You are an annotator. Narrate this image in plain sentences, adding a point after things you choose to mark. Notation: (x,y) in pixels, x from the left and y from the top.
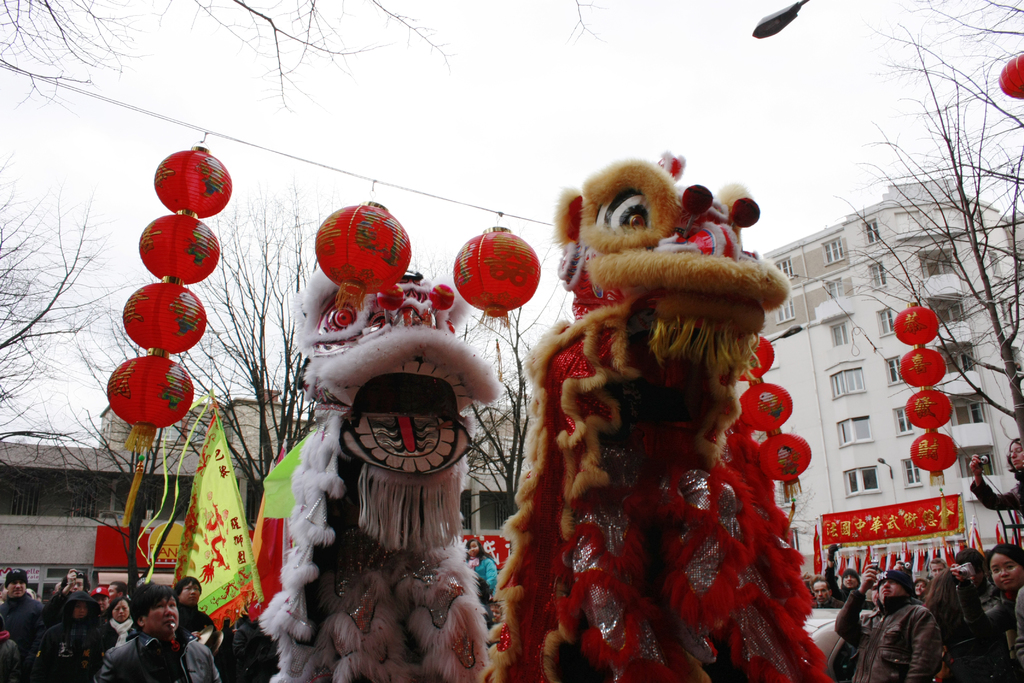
In this image we can see puppets (629,443) and there are lanterns (216,238) placed on the hanger (14,70). At the bottom (248,624) there is crowd (975,628). There are boards (840,532), buildings (895,308), trees (270,261) and sky (409,139) and we can see a light (776,25).
